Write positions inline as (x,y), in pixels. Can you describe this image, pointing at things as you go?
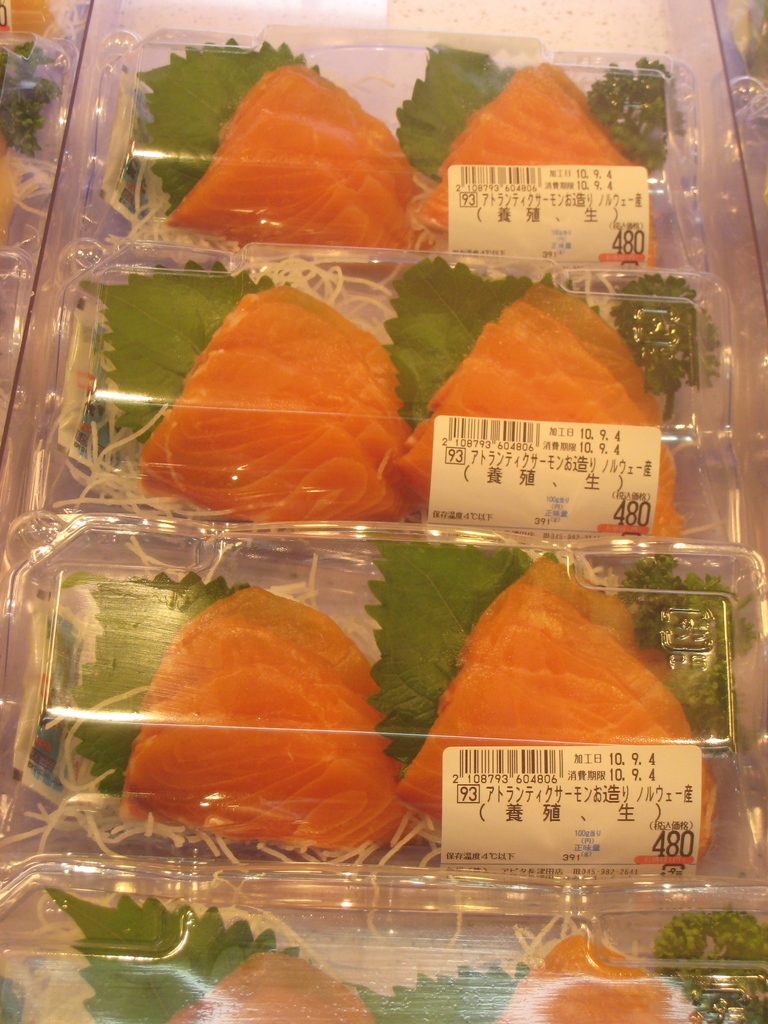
In this image we can see there are slices of fish (253,737) packed in plastic boxes (109,874).
